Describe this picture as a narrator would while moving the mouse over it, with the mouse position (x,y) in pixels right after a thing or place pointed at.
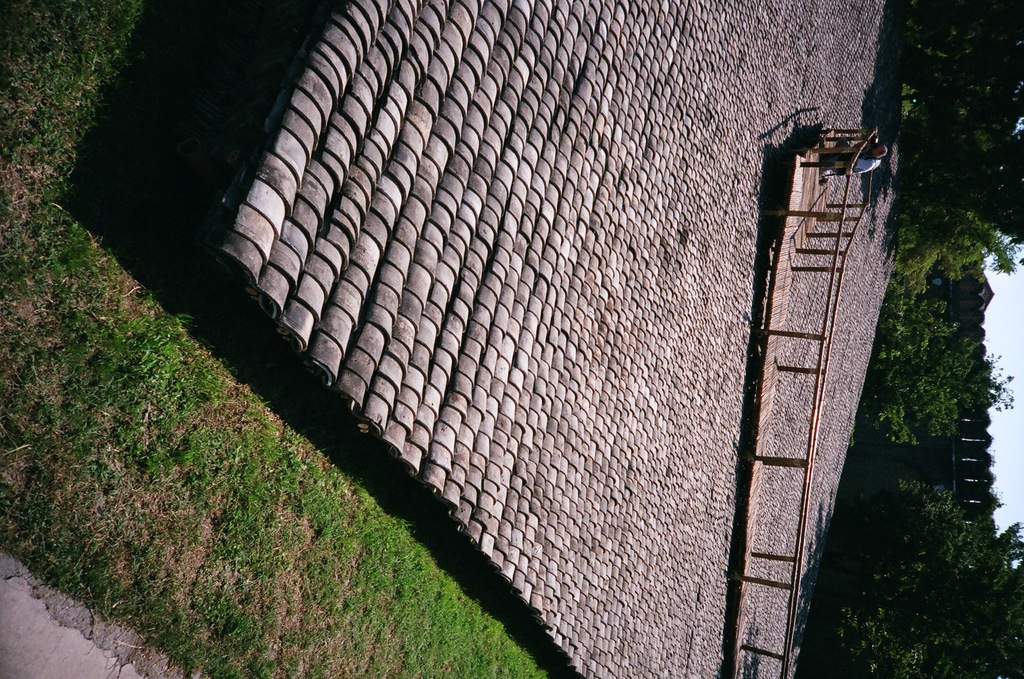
In this image, I can see metal rods (761,456), a person (885,153) and cement stones (637,280) on grass (483,564). In the background (885,570), I can see buildings (937,444), trees (951,407) and the sky (994,445). This image is taken, maybe in a park (2,670).
